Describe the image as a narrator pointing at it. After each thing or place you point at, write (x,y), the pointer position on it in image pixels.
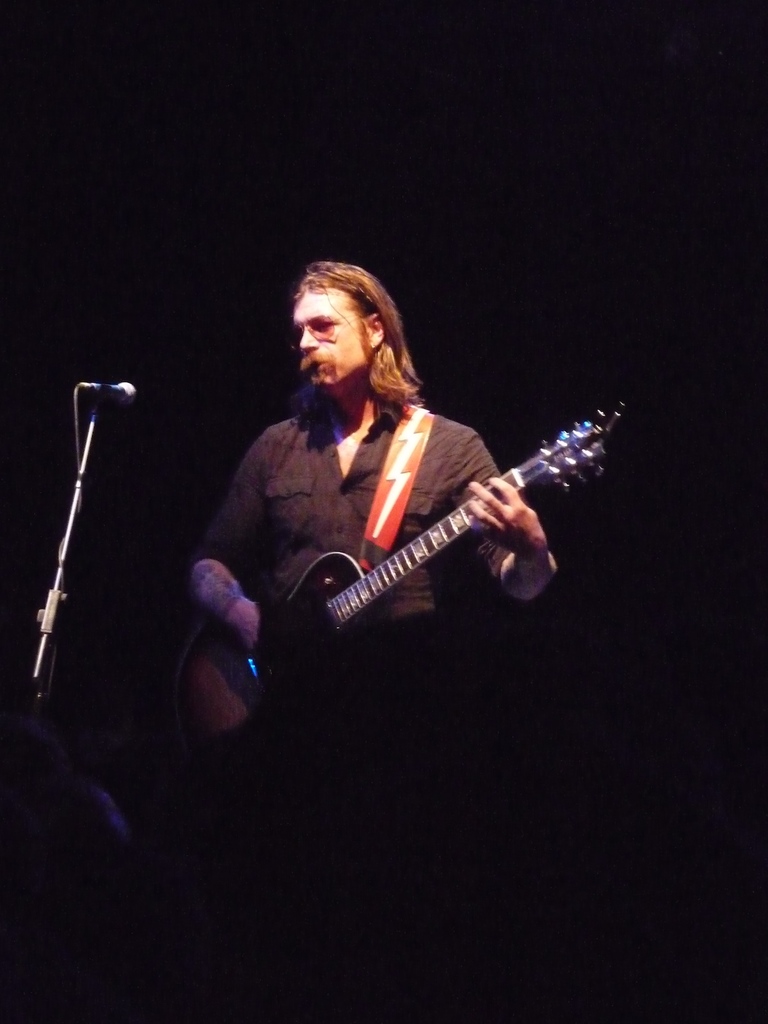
In the center of the image (355,344) we can see person (291,579) standing and holding a guitar (378,573). On the left side of the image (90,390) we can see mic (97,396).
